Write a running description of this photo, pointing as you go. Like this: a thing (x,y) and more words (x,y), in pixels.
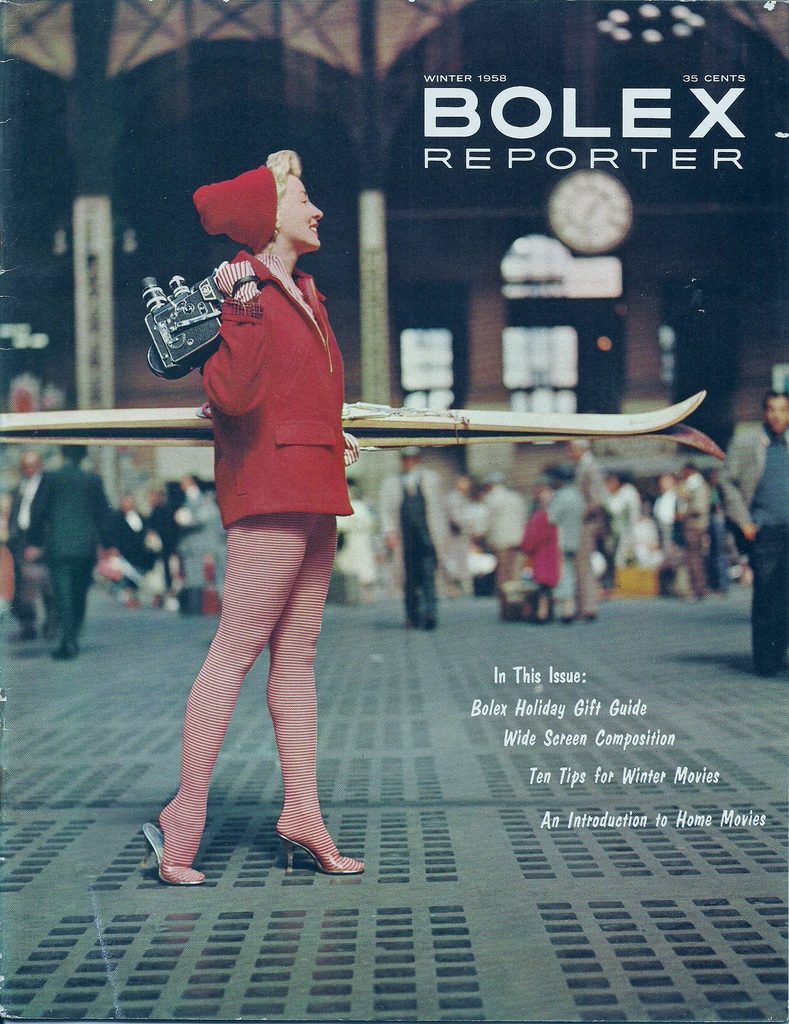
This is an inside view. Here I can see a woman (305,481) wearing a red color jacket (285,328), cap (238,215) on the head (282,214), holding a camera (190,305) in the hand (231,280), standing facing towards the right side (727,262) and smiling. In the background (558,361), I can see the building (367,273) and few people (530,536). On this image I can see some text (576,131).
